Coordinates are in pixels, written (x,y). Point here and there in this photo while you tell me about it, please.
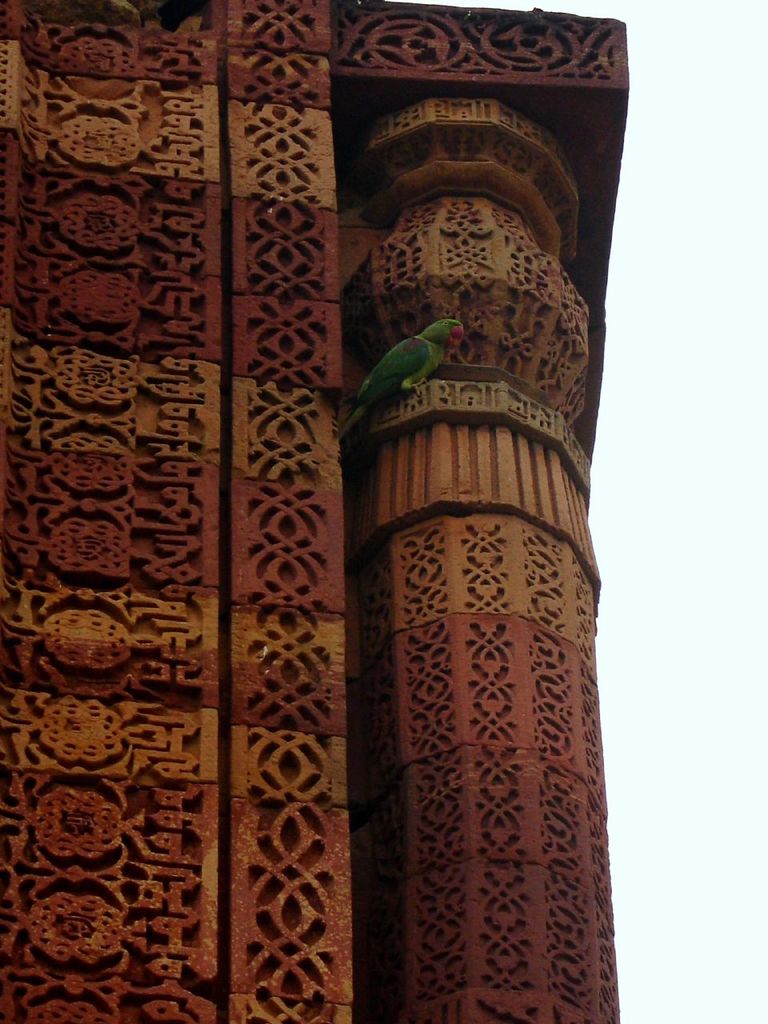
Here in this picture we can see a monumental structure (221,174) present over a place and we can also see a parrot (437,352) present on it.
